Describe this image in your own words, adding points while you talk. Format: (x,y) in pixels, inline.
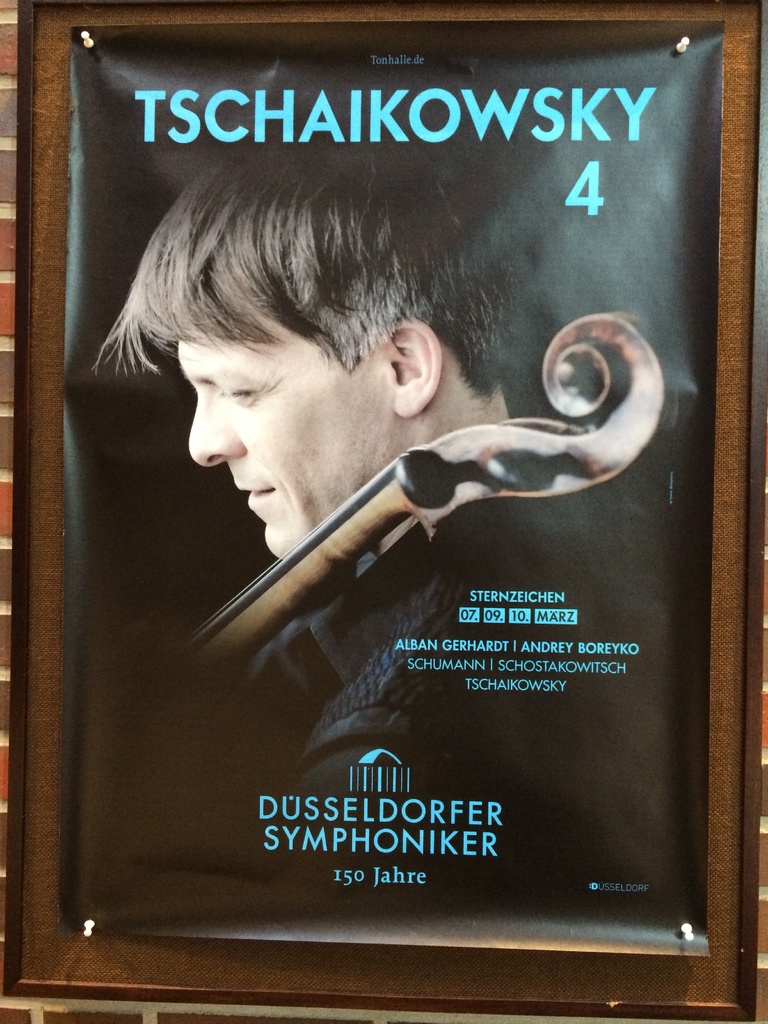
In this picture there is a poster (273,52), on the poster (186,351) there is a person (384,242). On the poster (188,206) there are pins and text (535,600).
